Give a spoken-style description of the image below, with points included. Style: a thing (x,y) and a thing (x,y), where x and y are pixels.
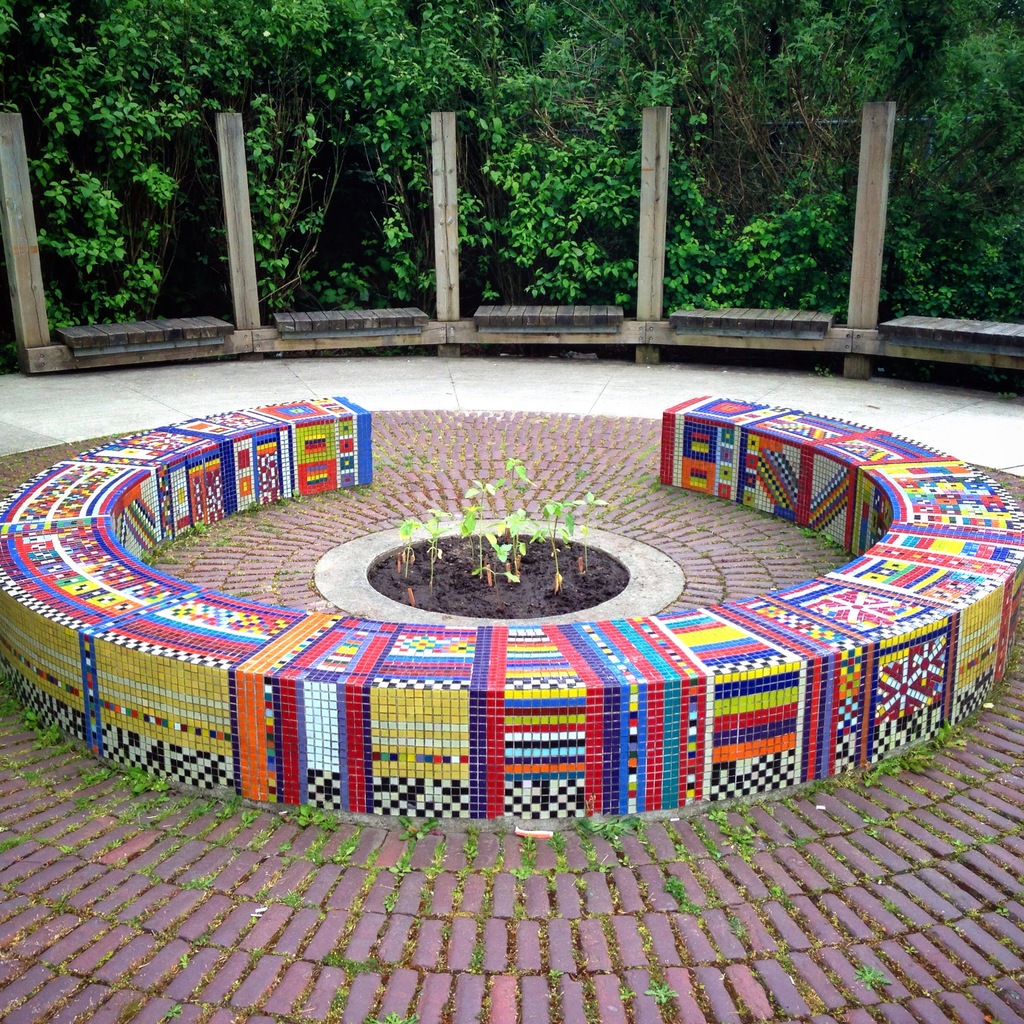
In this image there is a pavement (773,835) in the middle (489,542) there are plants (437,537), in the background (63,305) there are poles (869,112) and trees (598,80).
